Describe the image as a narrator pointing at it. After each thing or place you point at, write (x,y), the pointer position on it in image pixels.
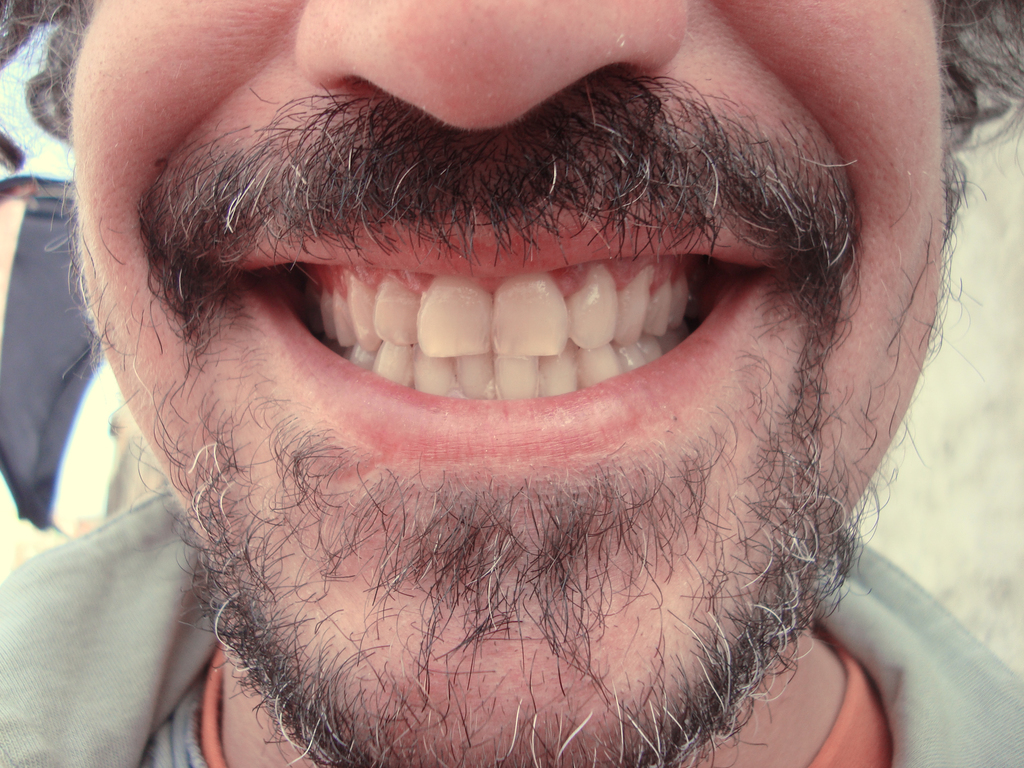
It is a zoomed in picture of a person's teeth (526,346).
